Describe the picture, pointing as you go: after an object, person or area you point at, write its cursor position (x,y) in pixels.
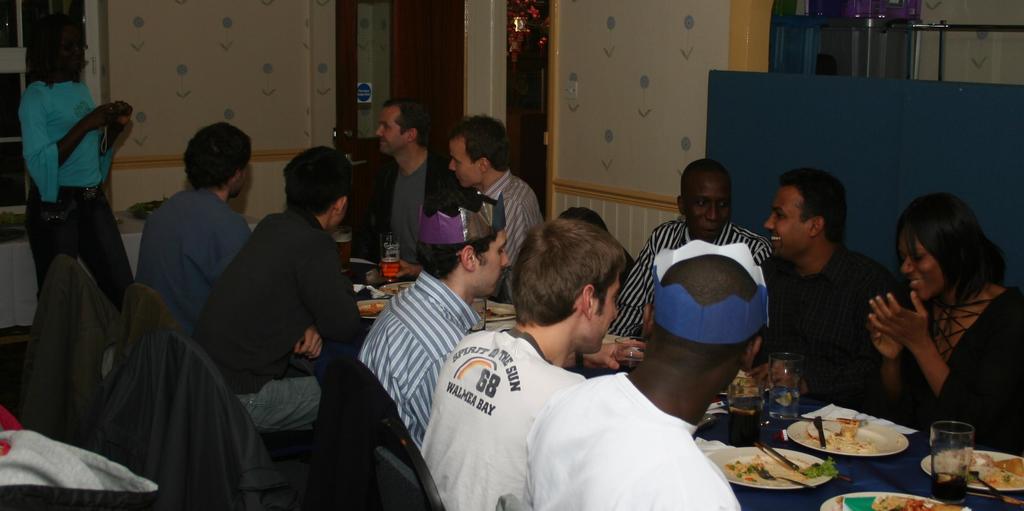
In the image there are a group of people (518,364) sitting around the table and having dinner, on the table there are many food items (832,432) and drinks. In the background (68,125) there is a woman (89,164) standing in front of a wall (104,87) and capturing the photo of the people (261,308). Behind the woman (62,114) there is a window (15,98) and on the right side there is door (410,64).
